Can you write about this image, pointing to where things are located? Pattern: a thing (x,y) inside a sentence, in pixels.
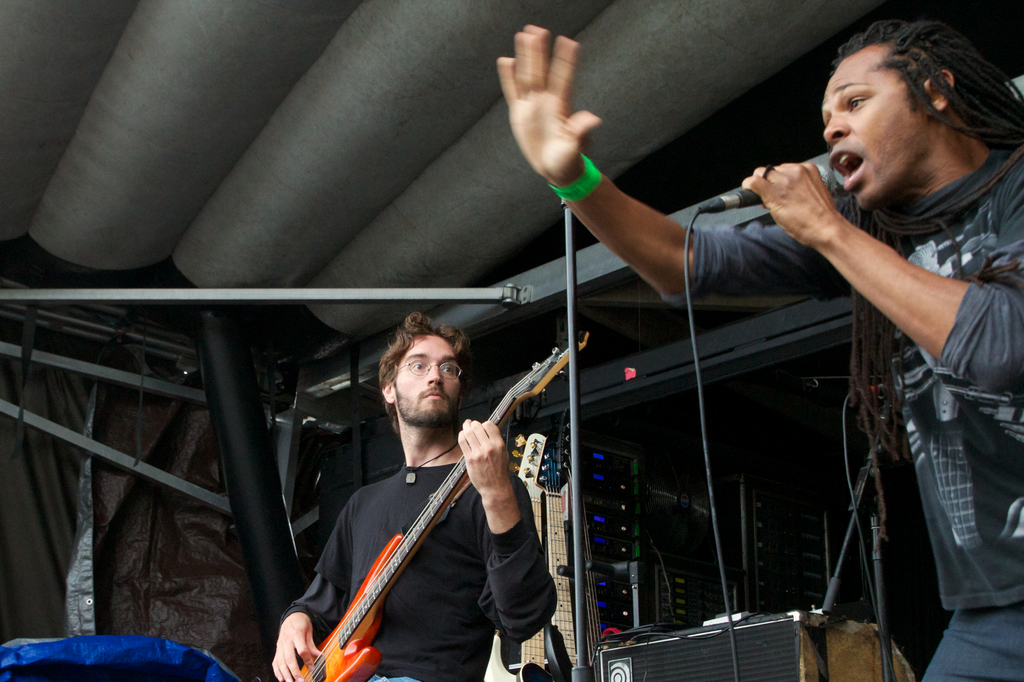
Here we can see two men (890,184) in this picture and the person (943,273) on the right side (937,264) is singing a song with a microphone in his hand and the person (438,529) on the left side (310,594) is playing a guitar (408,558) and there are other musical instruments (566,452) present.
